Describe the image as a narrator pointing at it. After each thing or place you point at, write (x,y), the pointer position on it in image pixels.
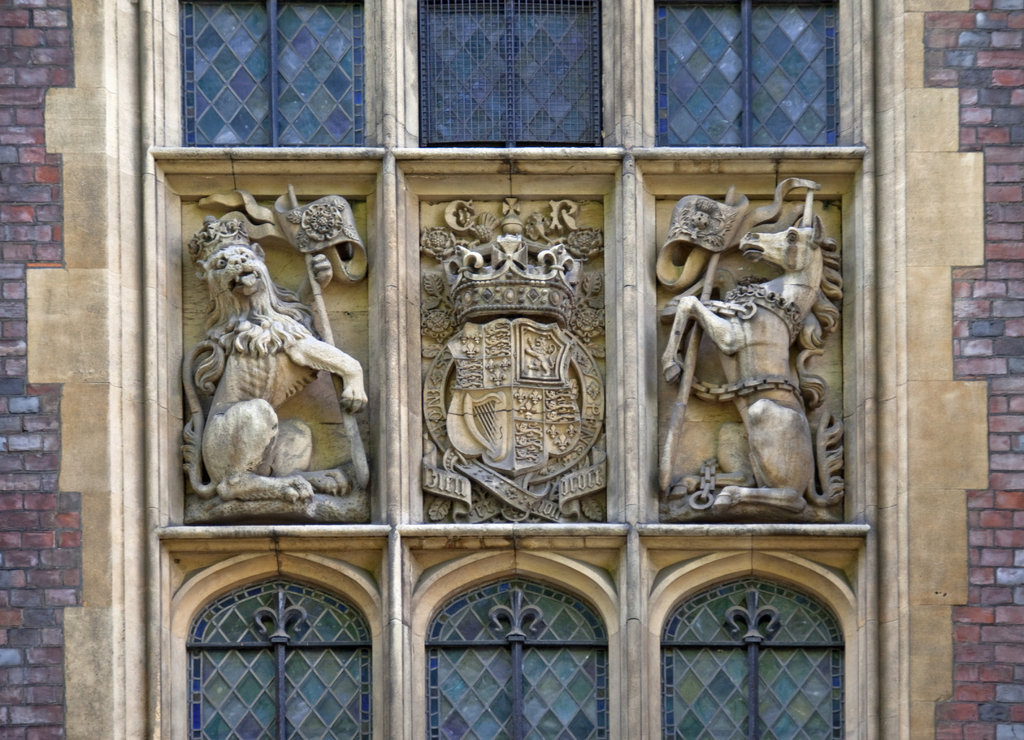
In this image there are few animal sculptures (776,429) to the wall (475,585) having windows (482,653). Animals (247,397) are holding flags (351,444).
